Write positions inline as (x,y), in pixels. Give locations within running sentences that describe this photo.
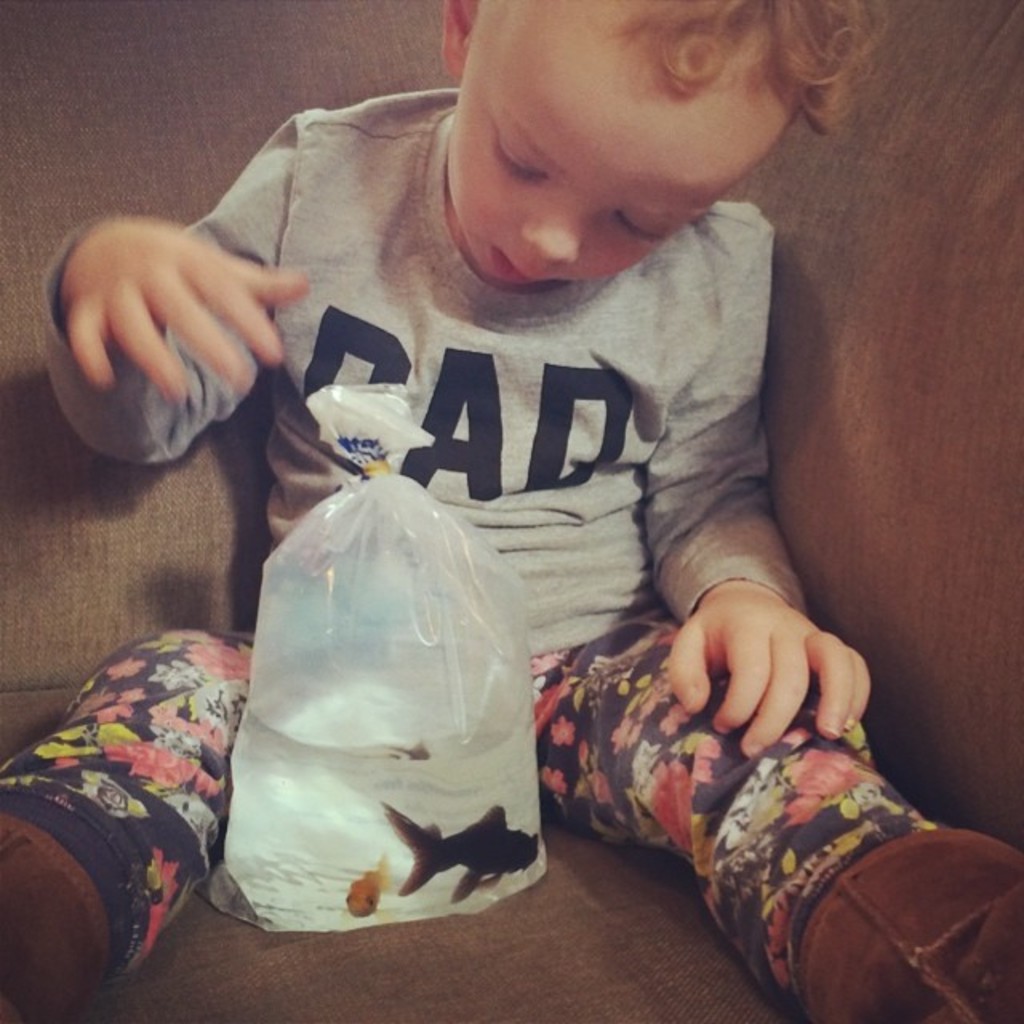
In this picture we can see a boy (509,341), he is seated in front of him we can find few fishes (450,848) and water (422,789) in the plastic cover (419,652).
